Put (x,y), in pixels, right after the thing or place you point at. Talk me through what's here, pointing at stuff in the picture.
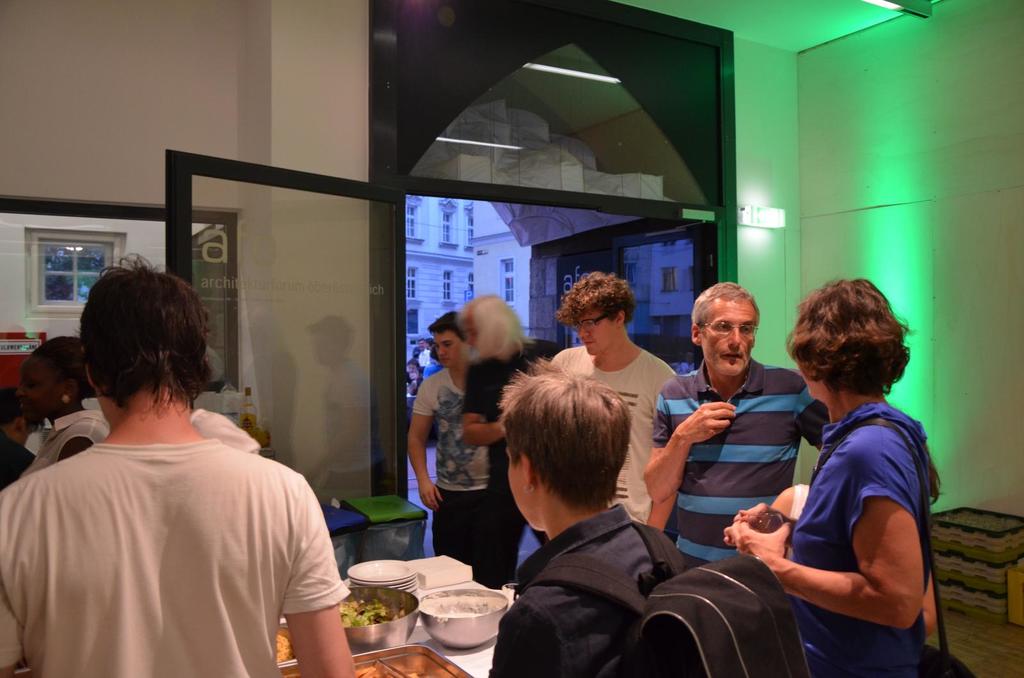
In this image there are few people (550,540) standing. In front (780,639) the person (543,451) is wearing a bag (762,627). On the table (468,661) there is a bowl (470,632), food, plate (387,584), tissues (420,570).
